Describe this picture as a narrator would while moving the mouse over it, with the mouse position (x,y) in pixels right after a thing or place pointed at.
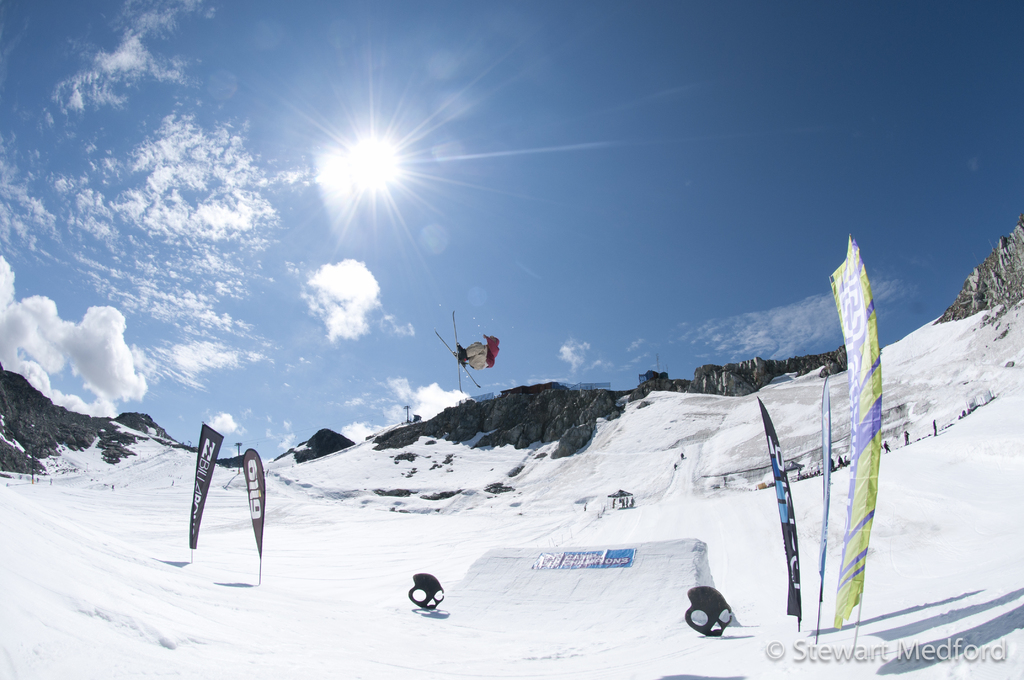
There is snow (459,617) and there is a person (468,350) wearing skis (459,366) is in the air (447,363) and there are mountains (592,394) in the background (58,417).
